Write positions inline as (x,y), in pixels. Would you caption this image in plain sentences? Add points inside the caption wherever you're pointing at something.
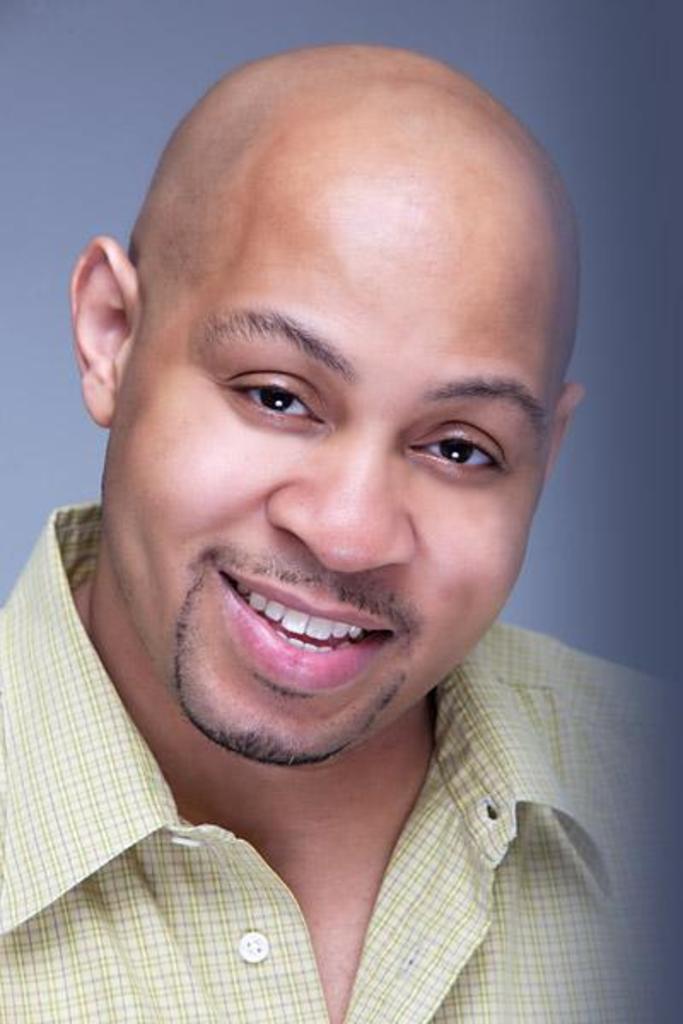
In this image we can see a man (258,978). He is wearing a shirt (490,880). The background (563,607) is light grey in color.
